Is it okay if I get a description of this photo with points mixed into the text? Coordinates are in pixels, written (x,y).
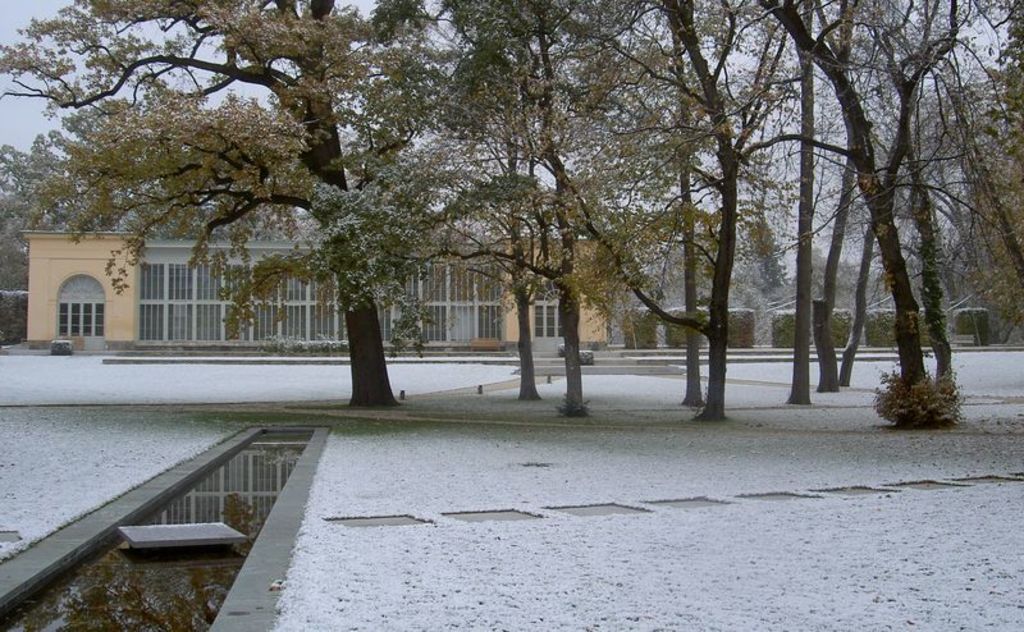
In the picture we can see a surface (737,631) with some part of water (138,602) and near it, we can see some trees (115,111) and behind it, we can see a building (89,336) and behind it we can see some trees (132,214) and a part of the sky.
